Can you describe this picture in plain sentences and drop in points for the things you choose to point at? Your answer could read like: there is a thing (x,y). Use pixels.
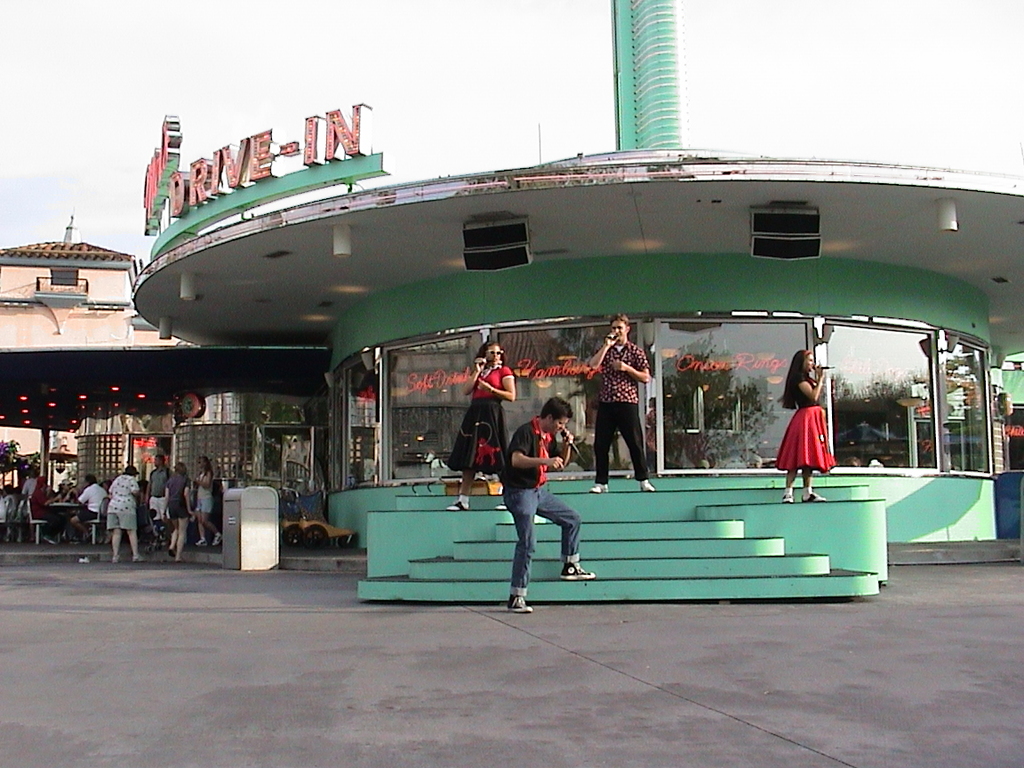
In this image in the center (571,397) there is one store (858,393) and in that store (286,477) there are some people (115,499) who are standing, and in the center (488,424) there are some people (566,413) who are standing and they are holding mikes (567,441) and it seems that they are singing. And on the left side (75,490) there are some people (67,491) who are sitting, at the bottom (289,678) there is a walkway (723,640).
